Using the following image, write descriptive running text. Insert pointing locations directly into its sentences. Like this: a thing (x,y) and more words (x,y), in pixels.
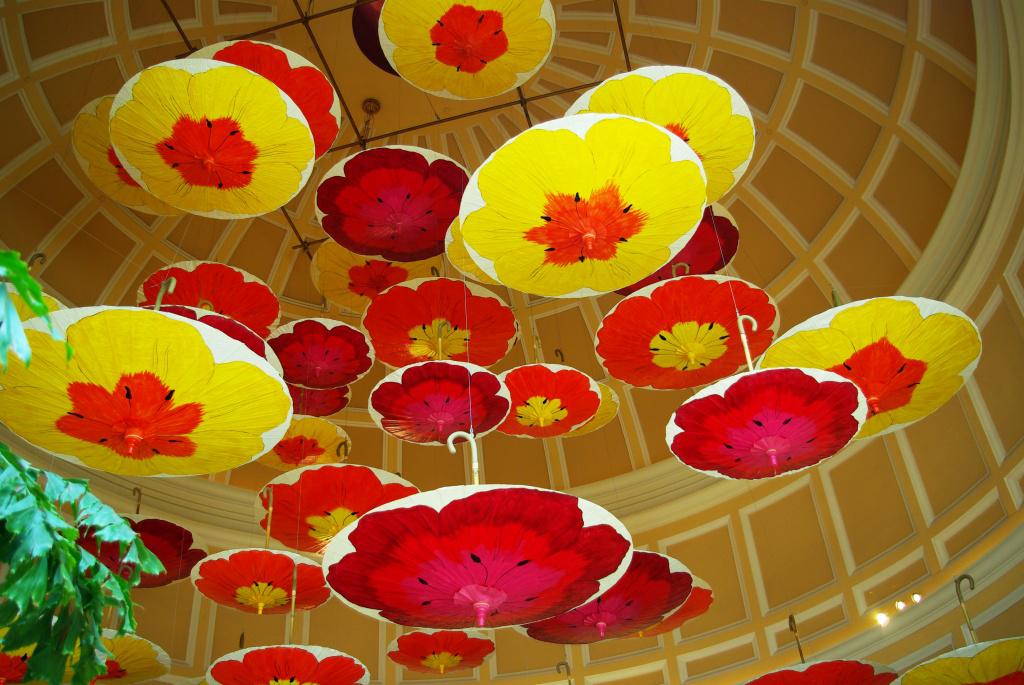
This picture consists of there are group of umbrellas (375,300) hanging on the roof top (556,476), on the left side (13,589) I can see leaves (41,501).
